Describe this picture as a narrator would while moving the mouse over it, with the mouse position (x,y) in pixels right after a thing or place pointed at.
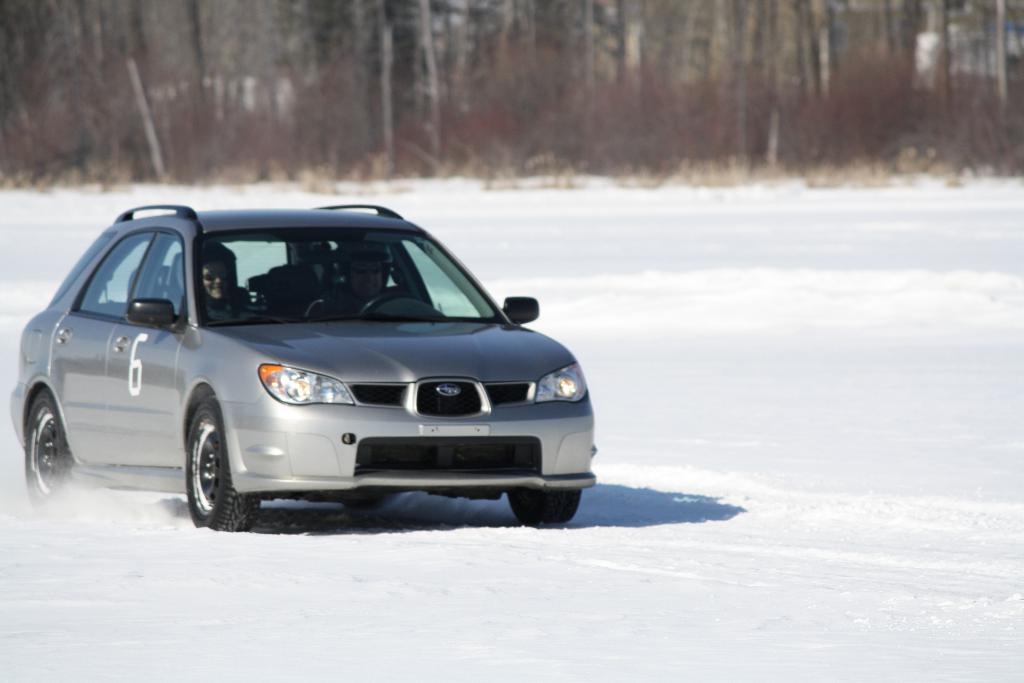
On the left side (207,287), there is a person (227,270) riding a gray color vehicle (325,278) on which there is a painting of a number six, on a snowy surface (692,492). In the background (724,39), there are trees (447,39).
